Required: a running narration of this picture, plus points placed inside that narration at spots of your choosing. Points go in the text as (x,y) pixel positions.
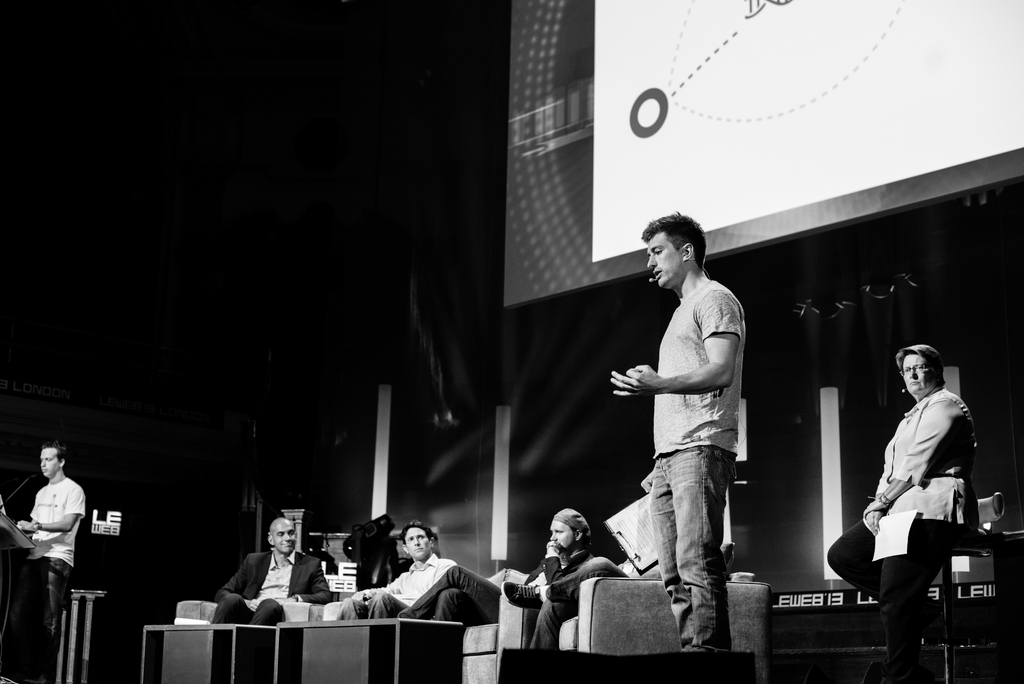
In this picture there is a person (703,411) standing and holding an object (642,525) in his hand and speaking in front of a mic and there are four persons (556,547) sitting behind him and there is another person (58,519) standing in front of a mic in the left corner (72,507) and there is a projected image (659,137) in the right top corner (762,93).
